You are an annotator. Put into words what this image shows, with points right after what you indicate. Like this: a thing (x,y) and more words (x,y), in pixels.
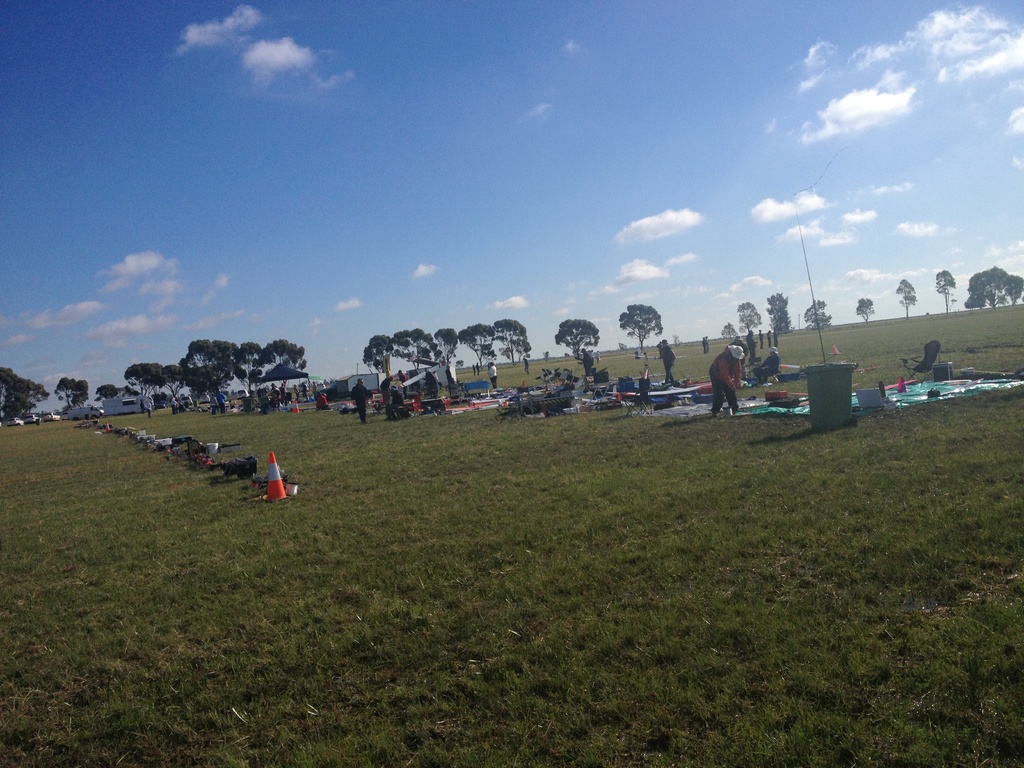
This is an outside view. It is looking like a ground (500,624). Here I can see few people (362,387) are standing and there are some objects (858,393) on the ground (648,477) like sheets (759,410), chairs (937,360), bowls (210,450), bags (246,470) and some more objects (524,414). In the background (146,372) there are some cars (50,412), houses (122,411) and trees (210,377). On the top of the image (453,194) I can see the sky (649,122) and clouds (773,202).
